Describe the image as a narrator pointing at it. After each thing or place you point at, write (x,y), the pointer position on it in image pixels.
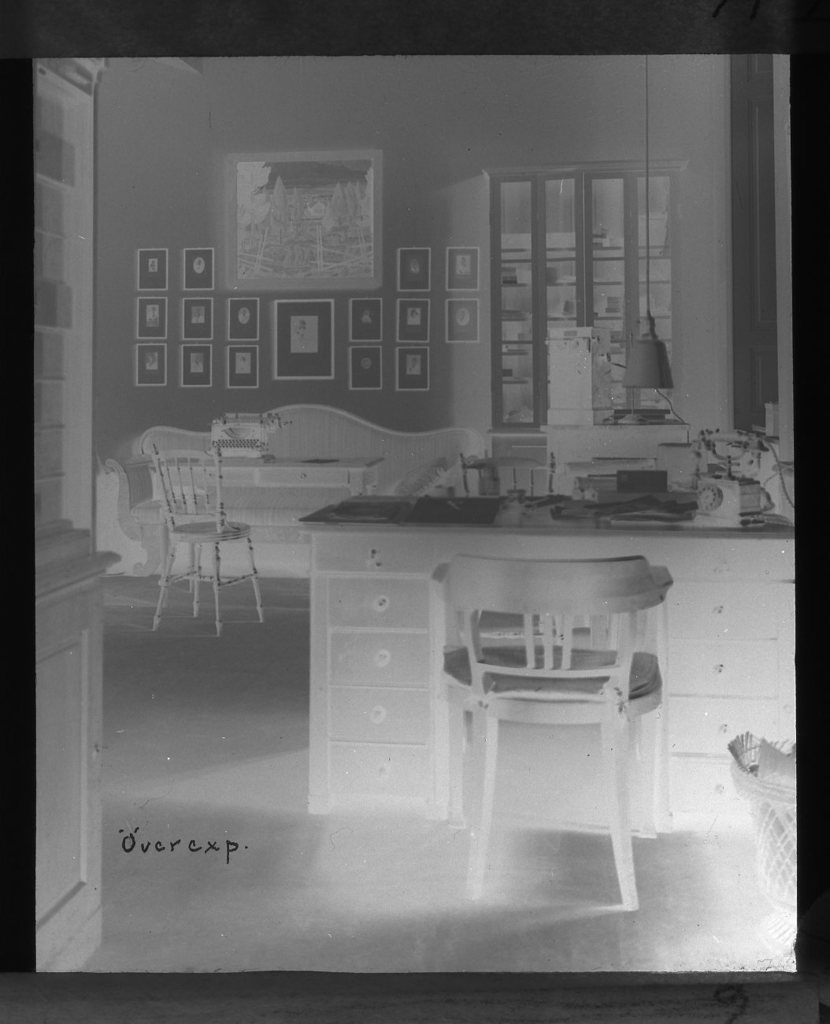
It is a black and white edited image there is a table (341,521), chair (550,656), sofa set (293,521) and there are some frames (363,281) attached to the wall (272,353) in the background (422,277) and on the right side (571,271) there are some windows (630,199).
